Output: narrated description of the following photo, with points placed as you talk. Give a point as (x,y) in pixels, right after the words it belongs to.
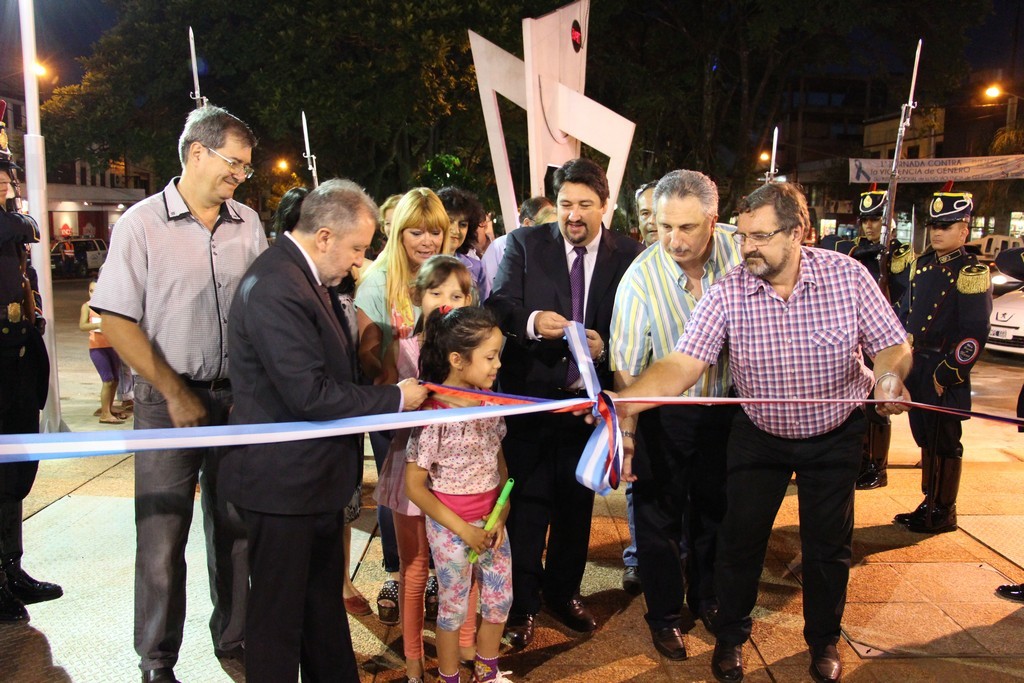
In this image I can see a group of people (545,347). In the background (273,113), I can see trees (143,106), building (125,169). I can see the lights (992,89).
